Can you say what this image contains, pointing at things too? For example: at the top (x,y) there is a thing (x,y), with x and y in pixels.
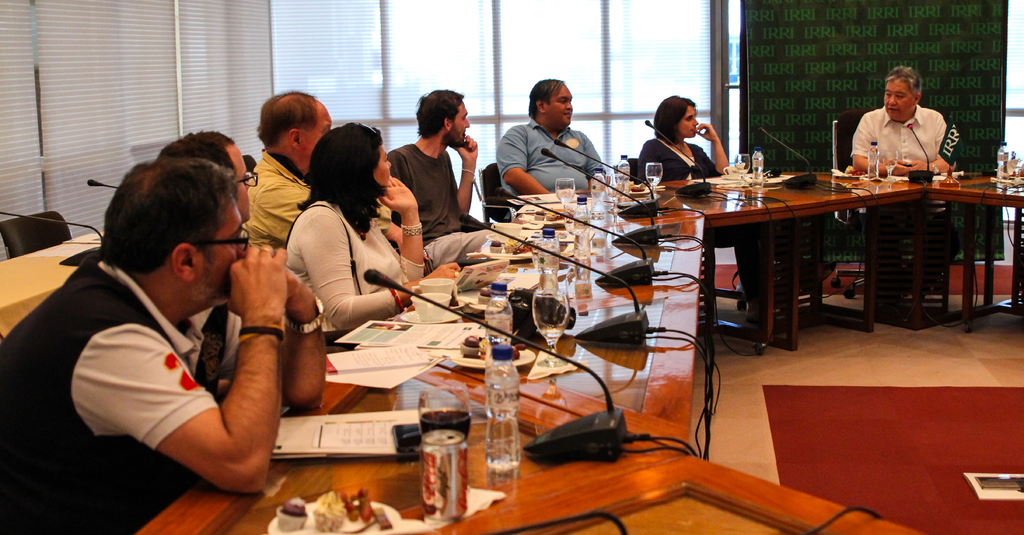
In this image, there are a few people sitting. We can see the table (579,370) with some objects (578,251) like microphones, glasses (464,410), bottles (501,352). We can also see the ground (865,399). We can see a board (912,21). We can also see a chair (56,234) and the door blinds (467,85).
